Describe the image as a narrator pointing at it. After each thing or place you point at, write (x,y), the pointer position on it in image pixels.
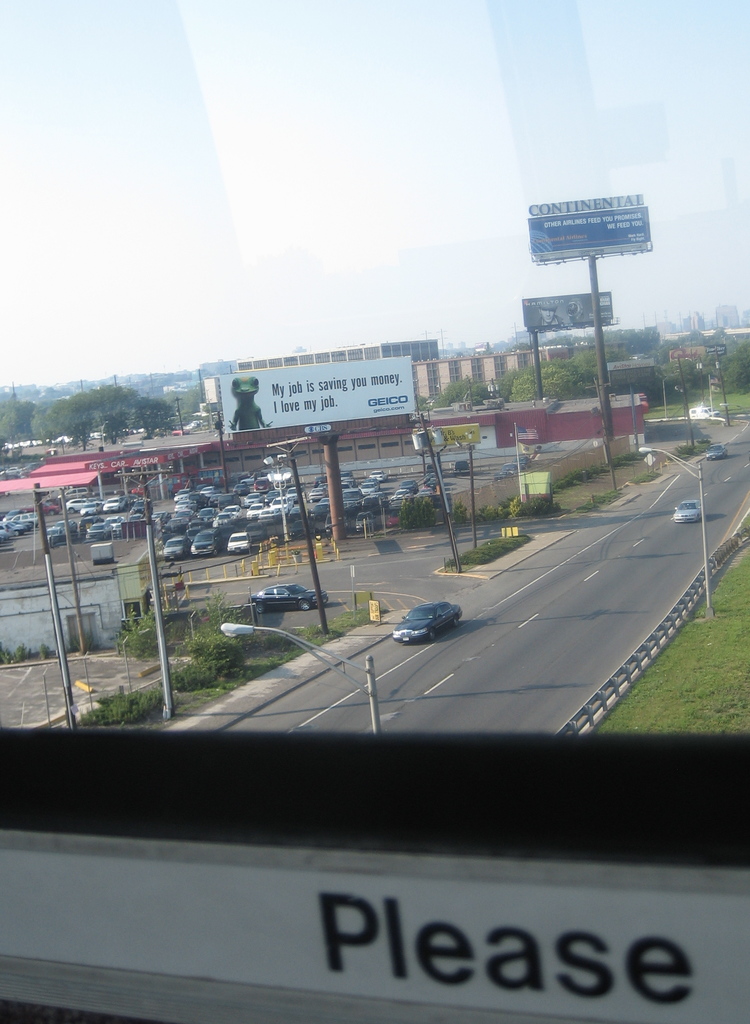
In this picture, we can see a view from the glass window (500,201), and we can see some text (365,908) on the bottom side of the picture (492,934), we can see the road (670,527), a few vehicles (196,520), ground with grass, poles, trees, sky (513,201), sheds (75,469), buildings (106,626), posters (369,388) with some text (374,379), lights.
